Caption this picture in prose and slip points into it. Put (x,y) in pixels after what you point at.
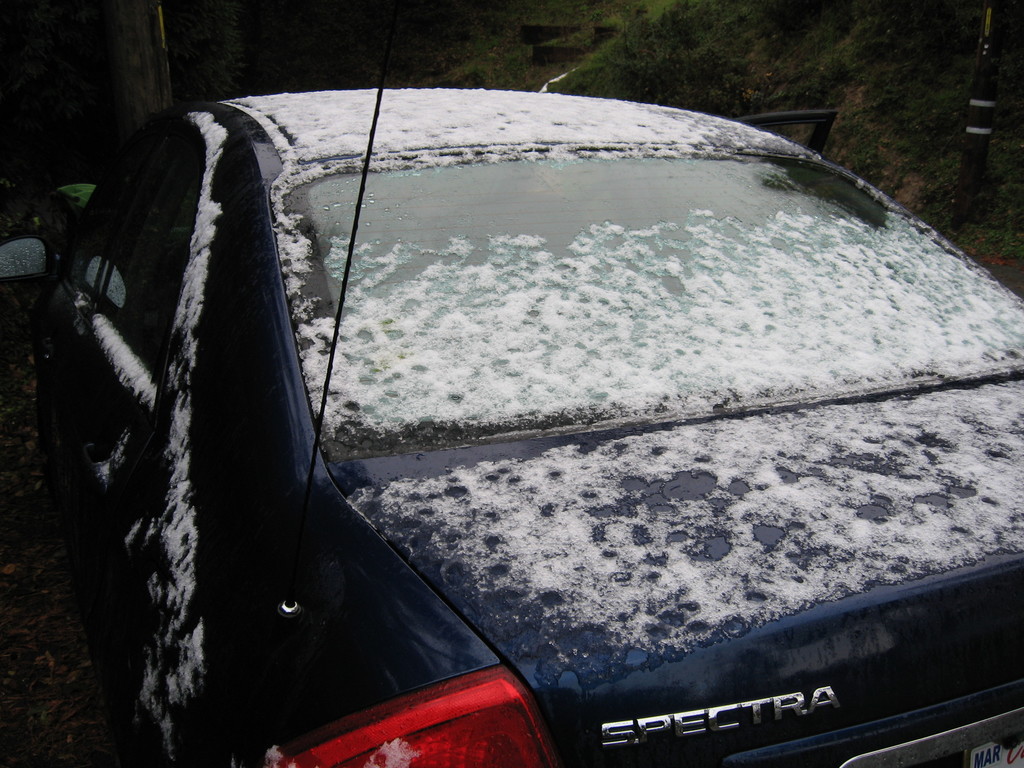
In this image I can see there is a car (677,432) with snow (637,333) on it.
